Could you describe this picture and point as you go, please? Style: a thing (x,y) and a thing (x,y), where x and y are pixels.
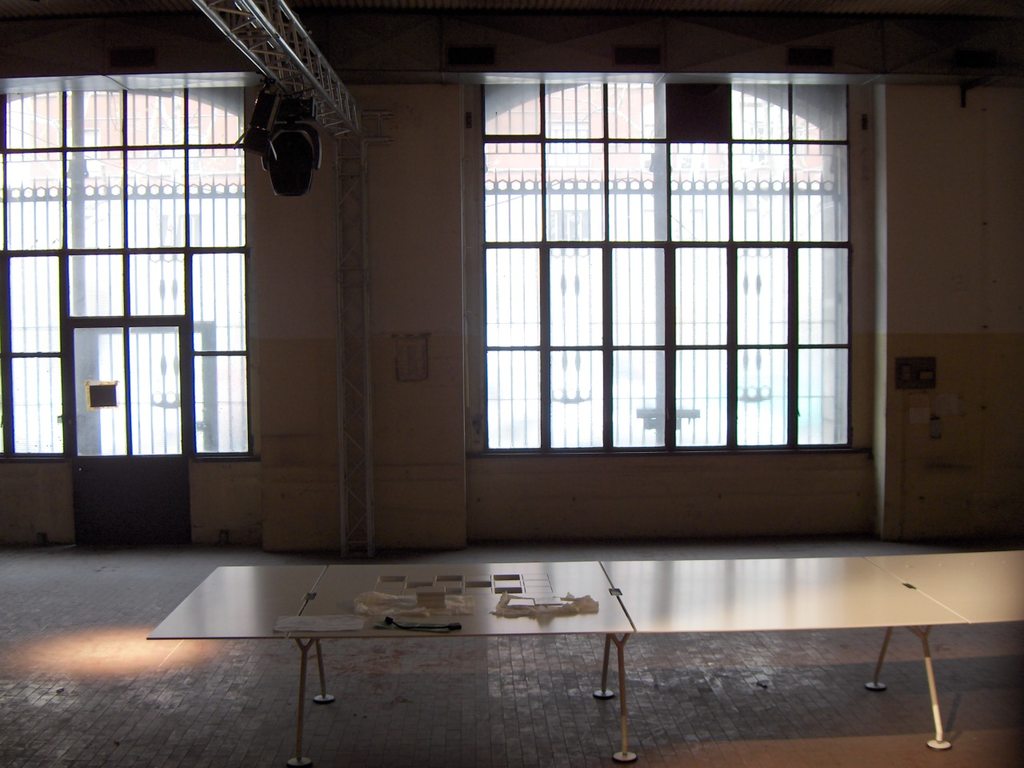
In this picture there is a table (482,580) which has few objects (426,610) placed on it and there is a pole (260,48) which has two black color object (289,128) attached to it and there are few glass windows (554,282) in the background (617,289).
